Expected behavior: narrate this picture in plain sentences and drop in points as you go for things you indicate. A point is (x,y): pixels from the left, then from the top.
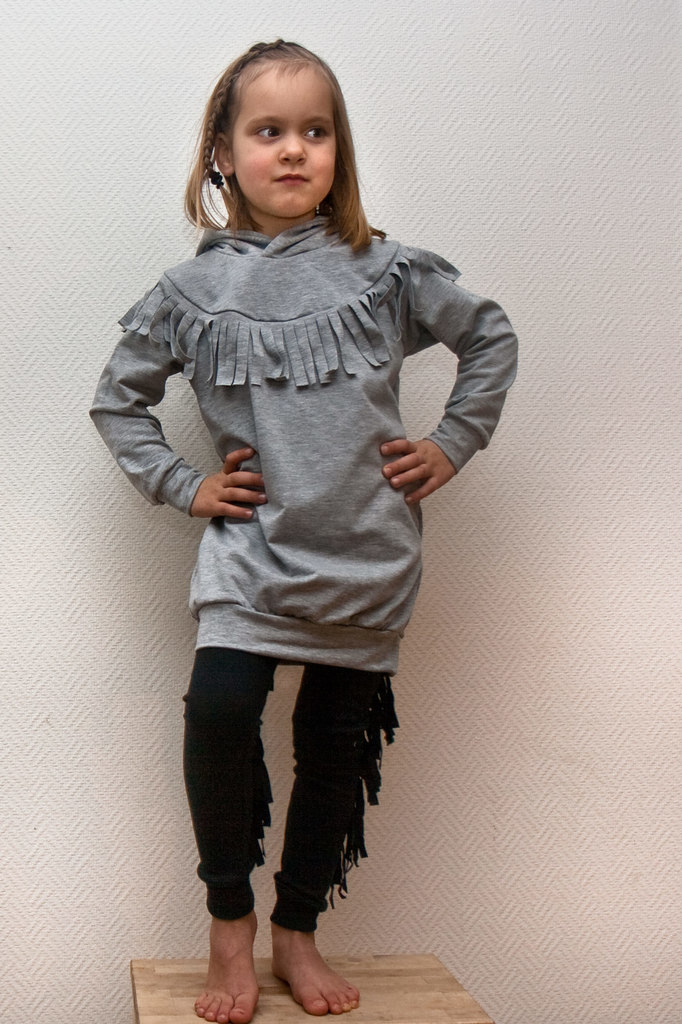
In the middle of this image (347,375), there is a girl (283,281) in a gray color t-shirt (260,281), standing on a wooden stool (257,971). And the background (66,836) is white in color.
